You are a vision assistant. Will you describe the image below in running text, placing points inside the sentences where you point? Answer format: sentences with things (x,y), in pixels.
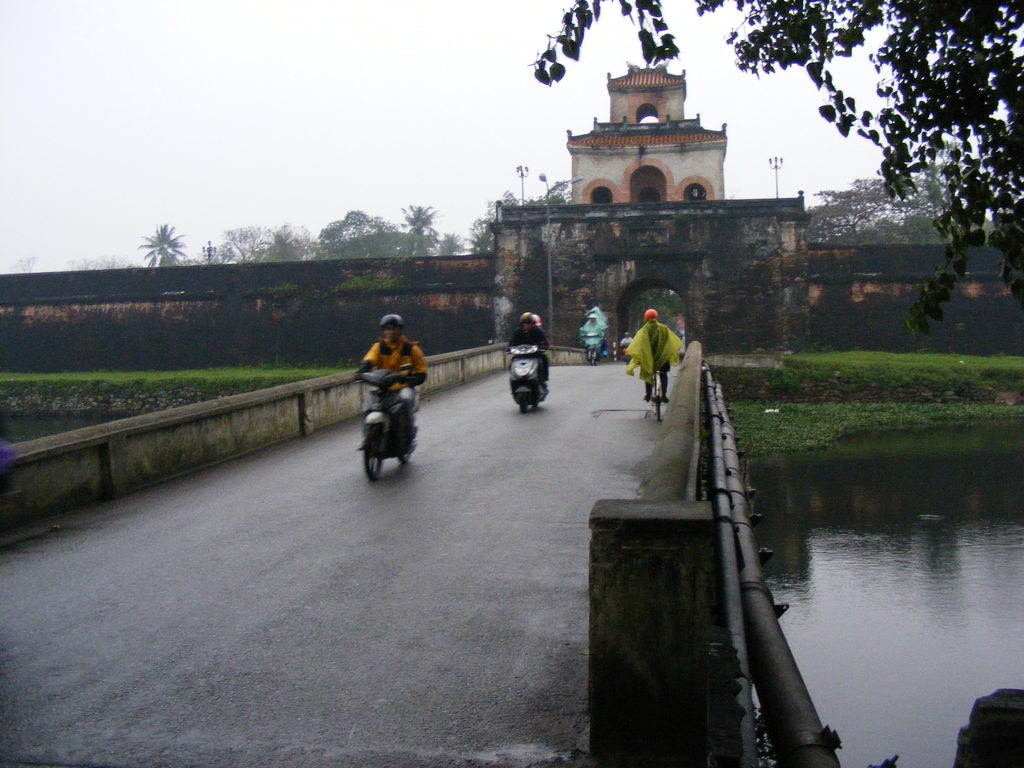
In this image I can see few trees (417,229), arch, wall (464,295), building (602,202) and few people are riding vehicles (520,379). I can see a bridge (503,703) and water (765,463). The sky (337,130) is in white color.
